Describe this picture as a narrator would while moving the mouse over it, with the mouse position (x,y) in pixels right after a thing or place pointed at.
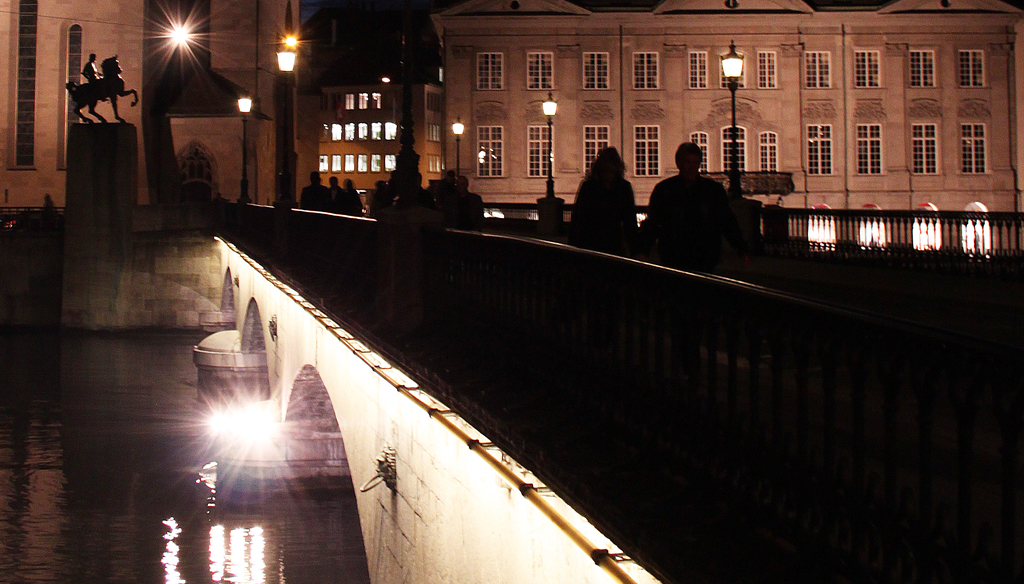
In the foreground of this image (435,392), there is a bridge (738,292) on which few persons (386,196) are walking on it and under the bridge (253,465) there is water (154,496) and a light (263,421). In the background (646,80), there are light poles (288,84), buildings (743,2), a sculpture (110,65) and the railing (945,234).
